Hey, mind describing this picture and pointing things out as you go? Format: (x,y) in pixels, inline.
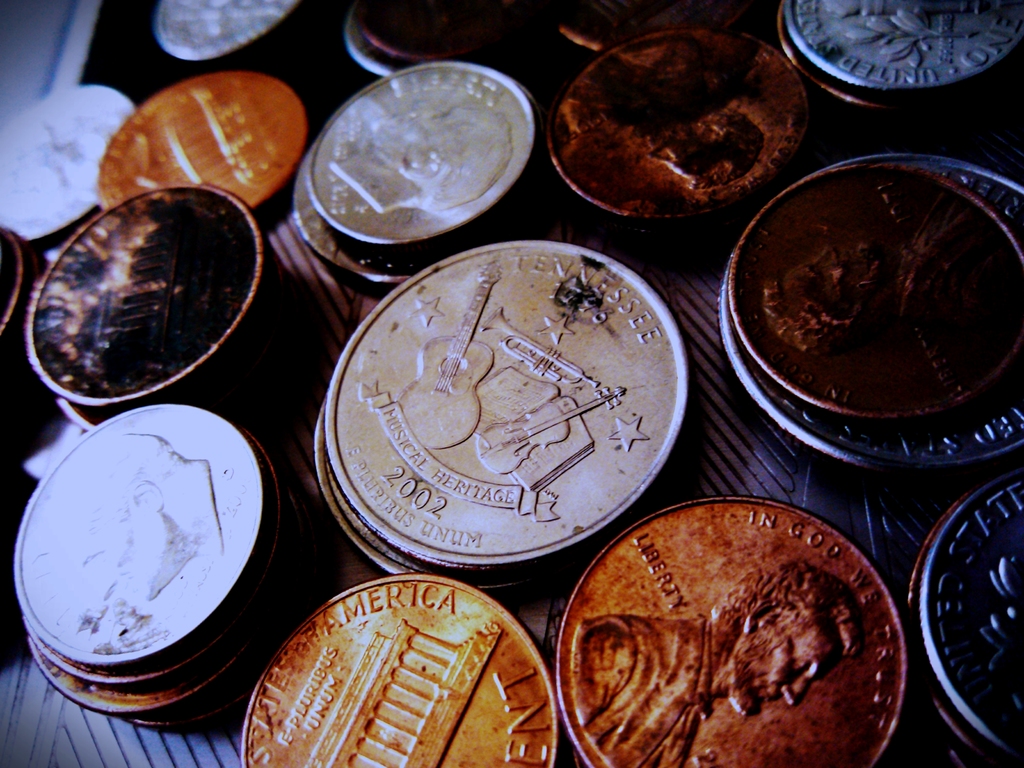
As we can see in the image there are different types of coins (389,351).
